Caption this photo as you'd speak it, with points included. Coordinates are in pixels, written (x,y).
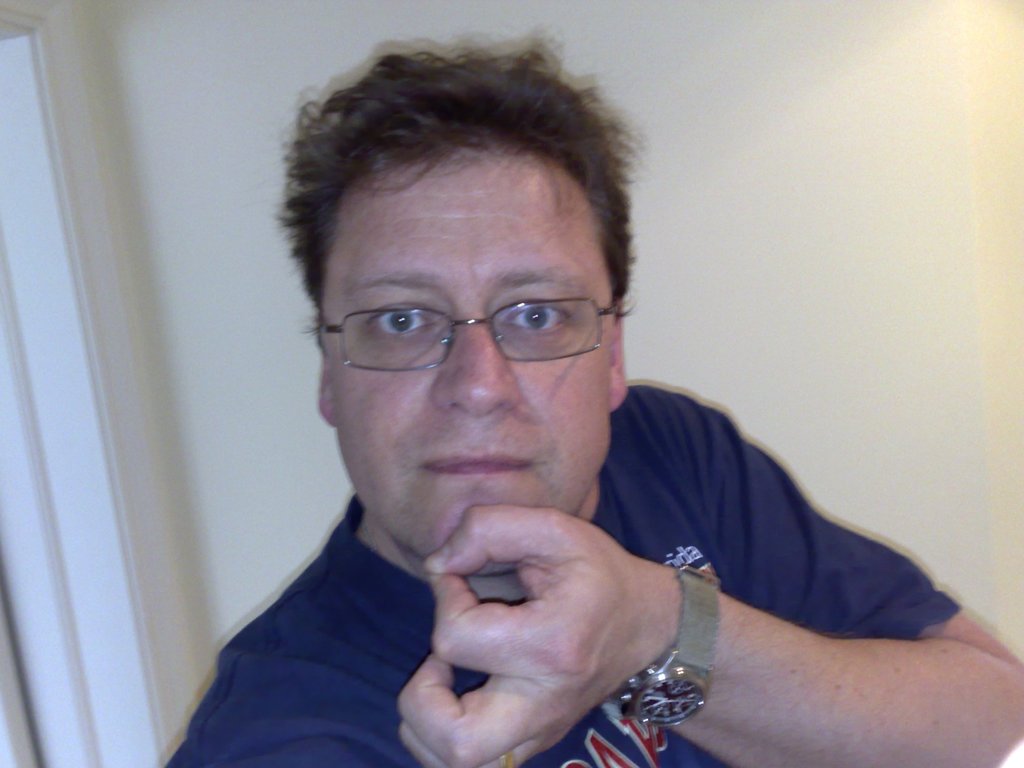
In this picture we can see a man (676,623) and in the background (975,373) we can see the wall (966,417).
